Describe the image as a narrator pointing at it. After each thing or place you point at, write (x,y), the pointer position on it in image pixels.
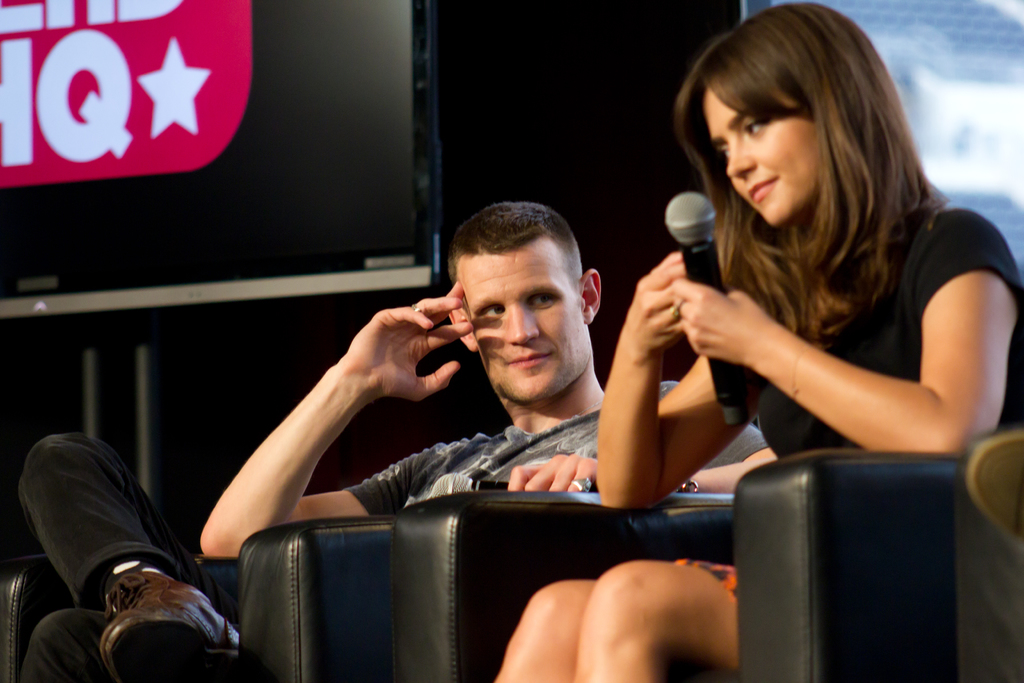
In this picture we can see a man (537,419) and woman (771,378), they are seated, and she is holding a microphone (729,389), behind to them we can see a screen (268,189) and metal rods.
